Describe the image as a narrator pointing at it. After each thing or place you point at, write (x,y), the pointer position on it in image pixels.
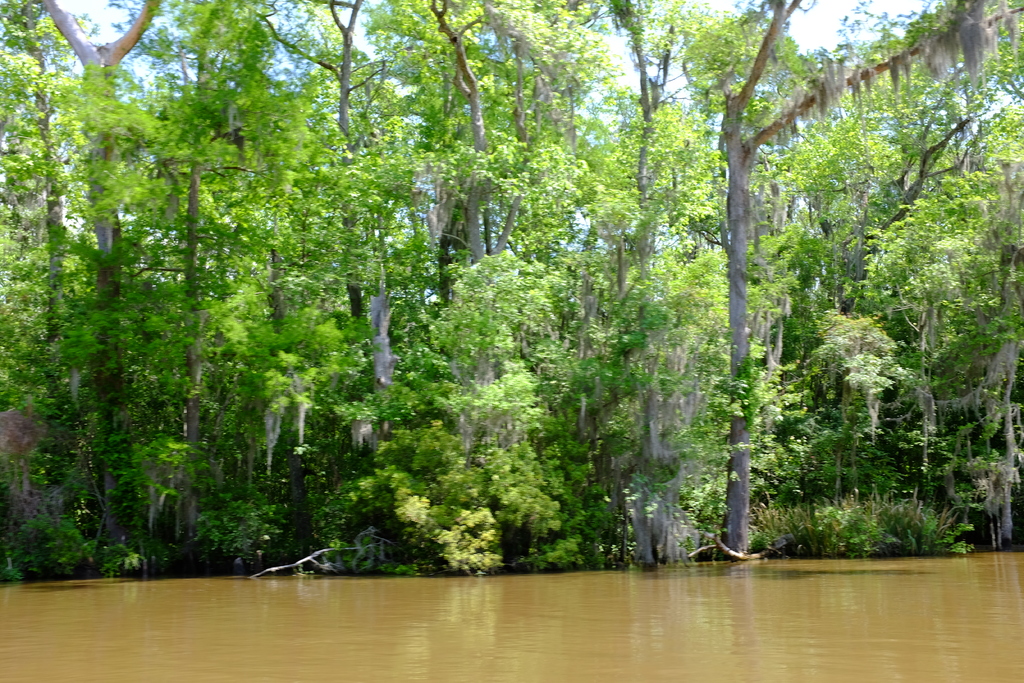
In this image we can see plants (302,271), trees (654,159), also we can see the sky (587,102), and the river (737,655).
